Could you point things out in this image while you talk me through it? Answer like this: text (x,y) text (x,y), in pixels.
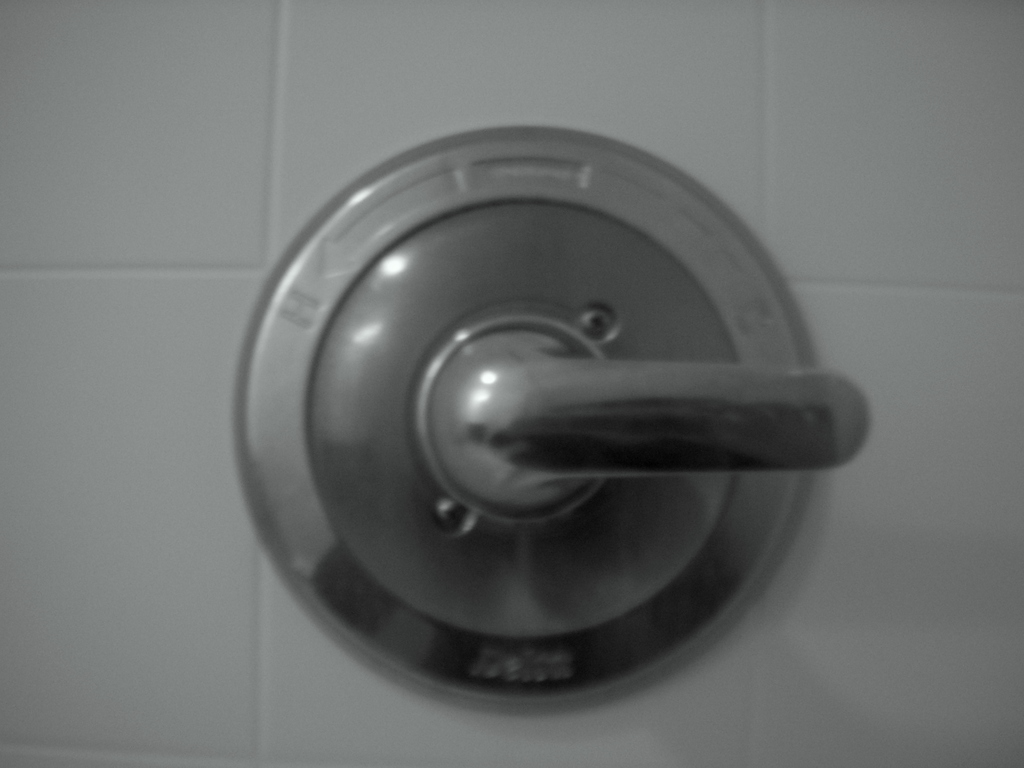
In this image there is a metal object (416,389) which is fixed on the wall (293,227).
